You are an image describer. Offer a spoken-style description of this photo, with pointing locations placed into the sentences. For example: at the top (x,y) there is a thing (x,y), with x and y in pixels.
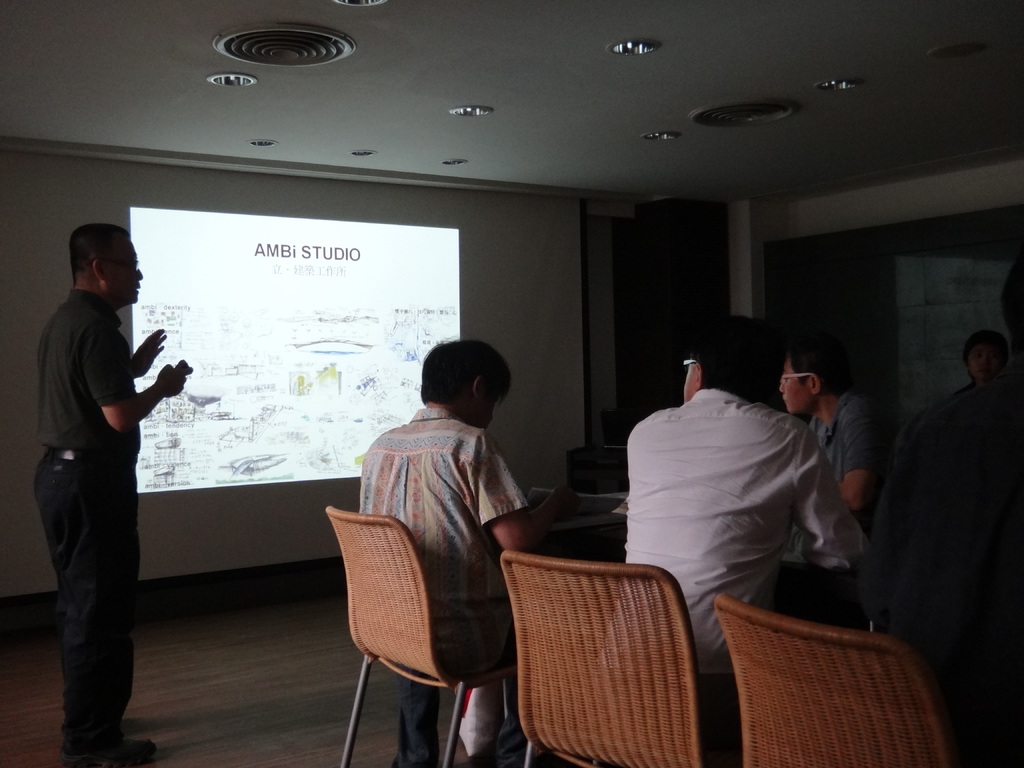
This image is taken in a room (153,38). In the middle of this image (601,325) there is a wall (30,243) and a projector screen (285,344) on it with a text (305,247). In this room (243,655) there is a floor (284,726). In the left side of the image (97,607) there is a man (80,386) standing holding a remote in his hand (162,390). In the middle of the room (377,378) a man (488,430) sitting on a chair (414,598) placing his hands (546,510) on a table (621,519). In the right side of a table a man (956,672) is sitting. At the top most (403,7) in the middle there is a ceiling (209,8) with lights (643,43).
